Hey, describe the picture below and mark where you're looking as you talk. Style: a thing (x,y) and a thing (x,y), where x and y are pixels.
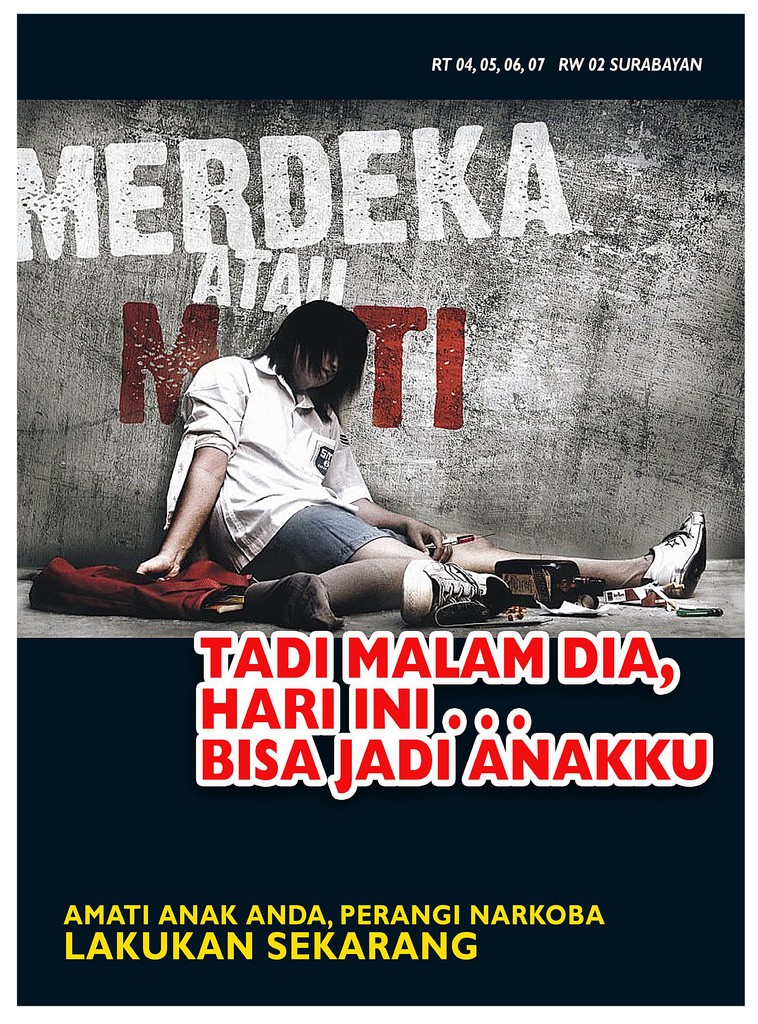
We can see poster (245,329), on this poster (252,489) we can see a person (309,527) sitting, behind this person (300,539) we can see wall (466,372) and we can see cloth (82,608) and text (254,271).
